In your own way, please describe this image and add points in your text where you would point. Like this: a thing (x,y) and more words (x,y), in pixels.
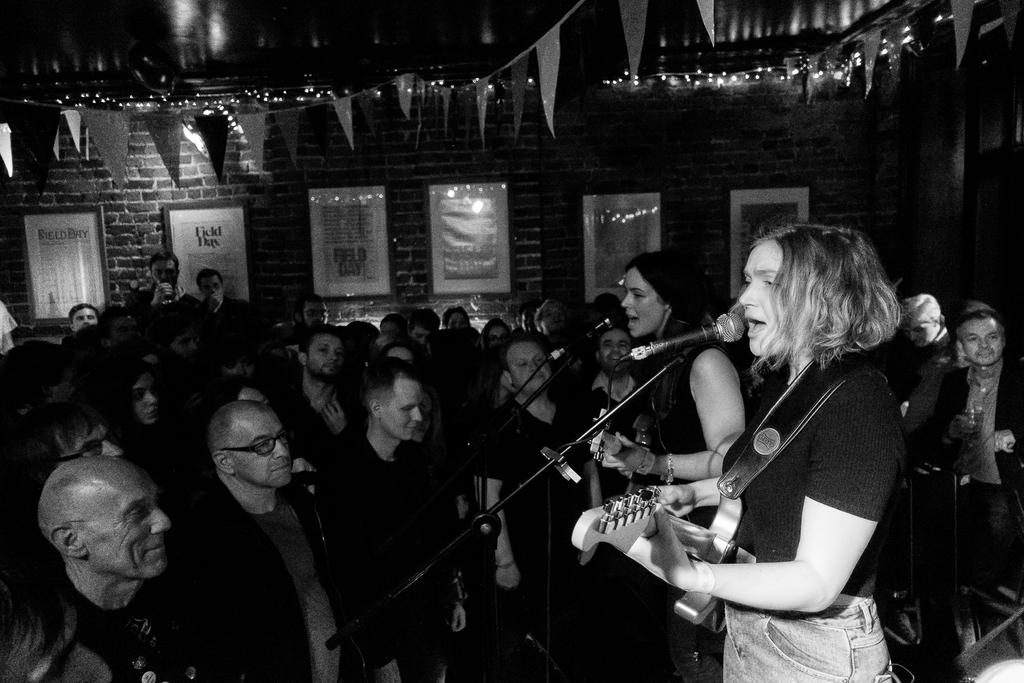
In this image we can see the people (338,423) standing and there are two persons (681,418) standing and singing in front of the microphones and playing musical instruments (707,556). And we can see the photo frames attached to the wall (757,90). At the top (817,79) we can see the flags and serial lights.
